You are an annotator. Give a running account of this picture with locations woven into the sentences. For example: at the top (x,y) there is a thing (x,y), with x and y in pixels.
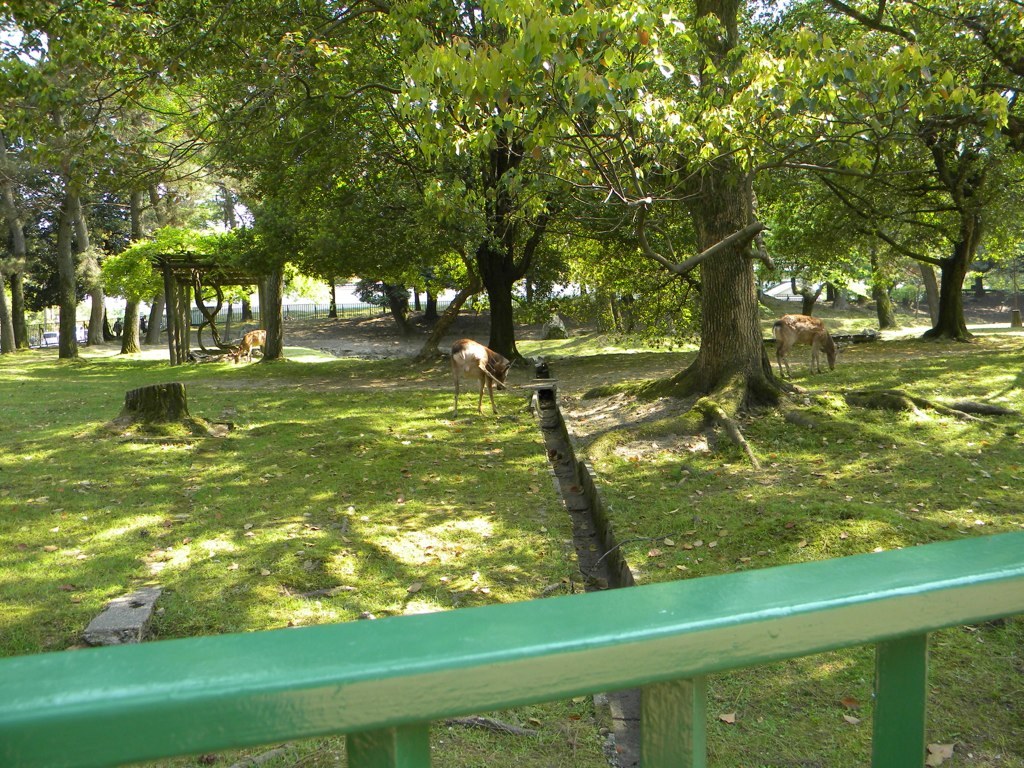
In this image i can see trees (229,242), under the trees (668,36) I can see animals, at the bottom I can see green color rod (874,614).
